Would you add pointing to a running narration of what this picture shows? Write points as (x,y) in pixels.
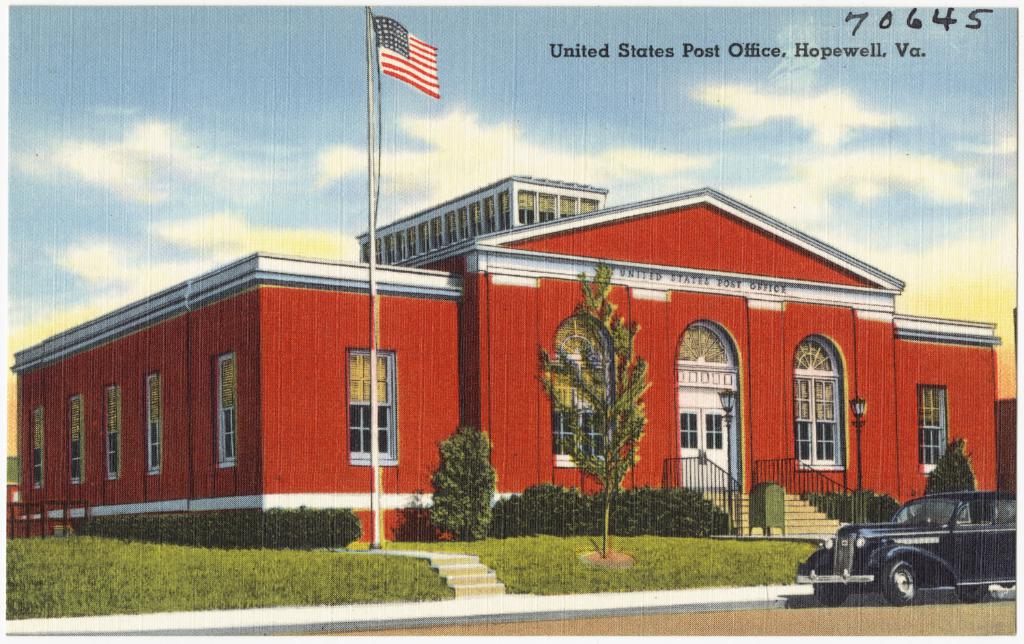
In this image I can see a poster (514,553) of a black car (953,539) on the right (860,588). There are plants (581,457), a flag (435,85) is present and there is a building (550,480) which has a door (710,439), stairs (430,555) and windows (582,425).
